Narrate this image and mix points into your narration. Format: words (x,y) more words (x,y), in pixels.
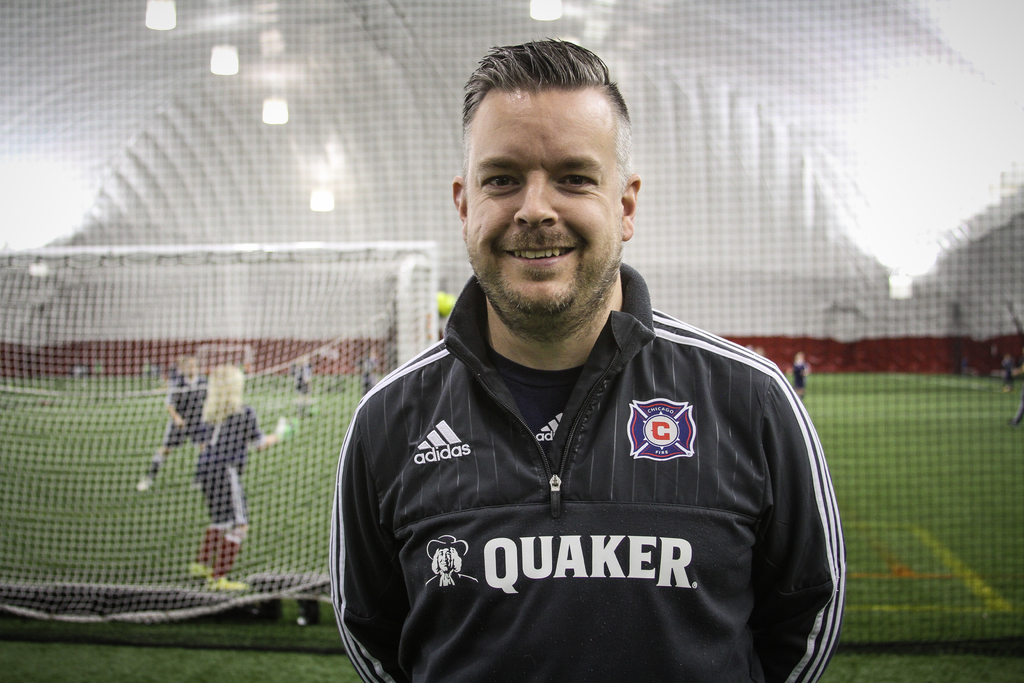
In this image, we can see a person (471,379) is watching and smiling. Background (1009,349) we can see net (897,313), rods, few people (228,508) and ground (29,622).
